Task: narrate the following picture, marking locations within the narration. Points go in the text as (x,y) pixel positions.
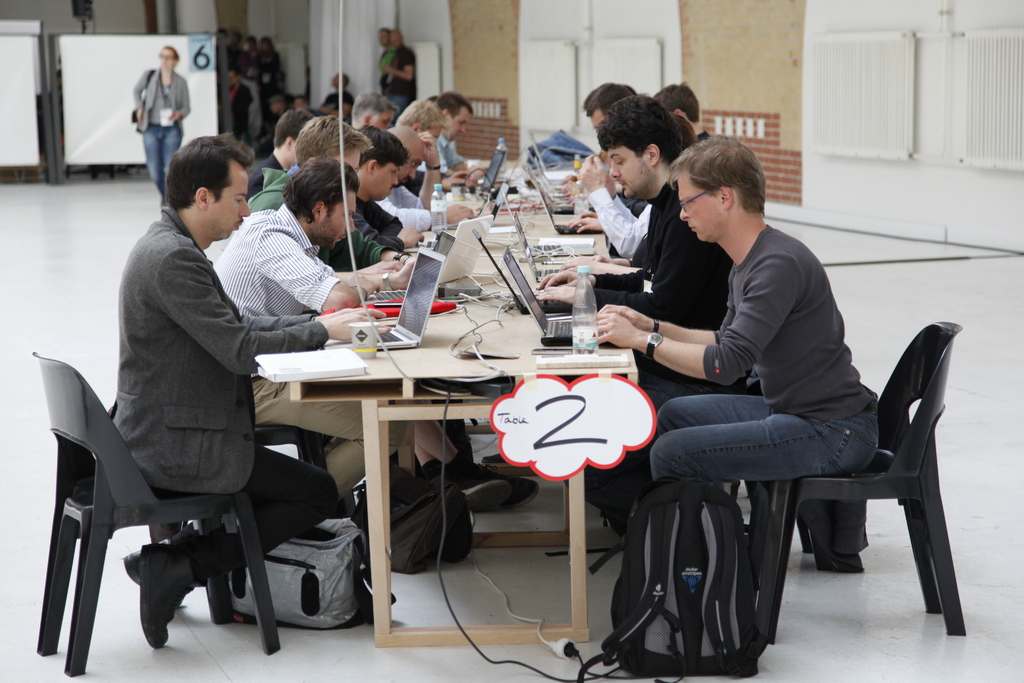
In this image, we can see people (340,311) sitting on the chairs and on the table (516,324), there are laptops (417,299), glasses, bottles (501,146), papers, some boards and there are cables (473,341). At the bottom (403,562), there are bags (462,548) on the floor (910,651). In the background (671,24), there are some people (397,49) standing and we can see boards (109,59), a curtain (333,24) and there is a wall (750,42).
